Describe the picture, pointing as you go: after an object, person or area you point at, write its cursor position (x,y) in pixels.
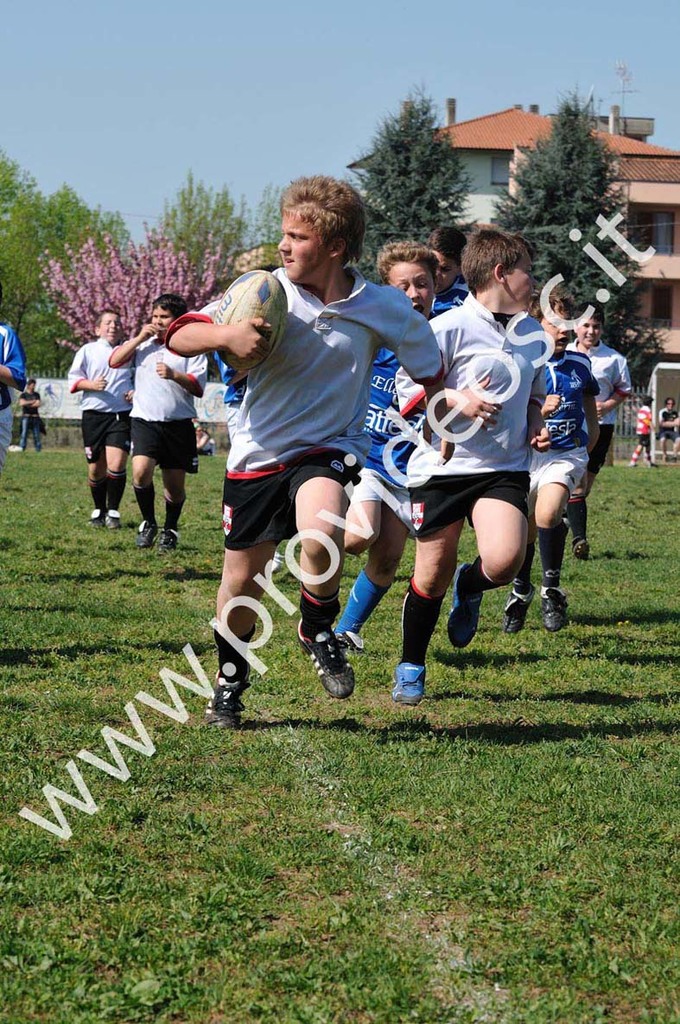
In the picture we can see people (255,394) playing rugby. At the bottom (353,780) there is grass (582,597). In the background (444,183) there are trees (444,183) and buildings (516,157). At the top (284,67) it is sky (253,77). On the picture there is text (81,806).
